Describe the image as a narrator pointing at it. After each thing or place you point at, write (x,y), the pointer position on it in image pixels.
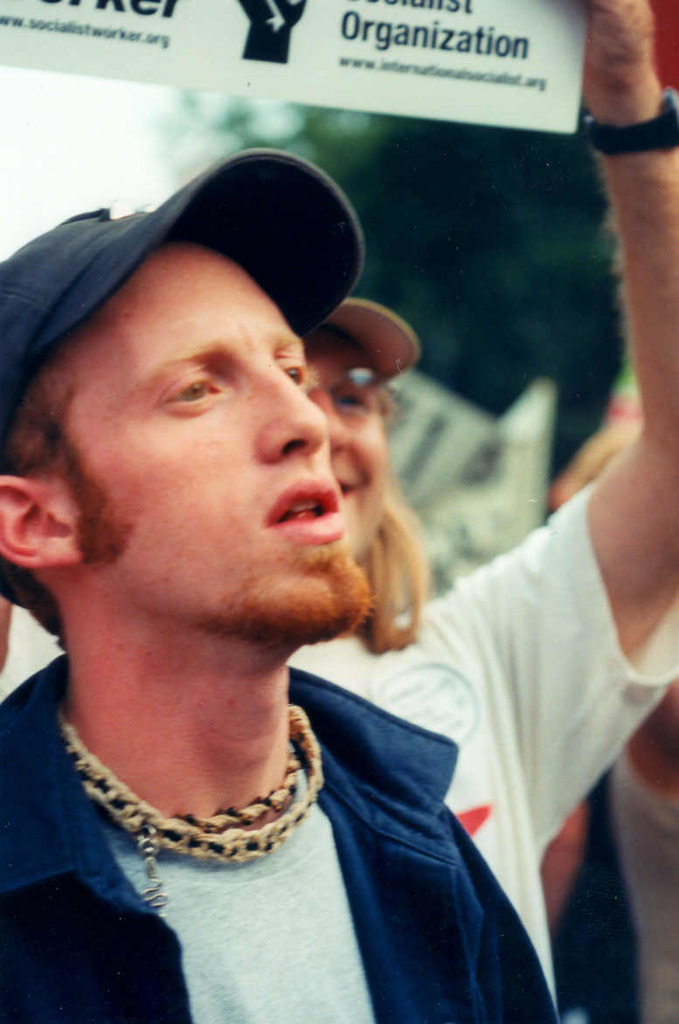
This image is taken outdoors. In the background (434,258) there is a tree (427,233) and there are a few people (671,740). In the middle of the image (380,452) there is a man (195,406) and a woman (359,684). A woman (354,652) is holding a board (363,56) with a text (436,11) in her hand (643,62).
